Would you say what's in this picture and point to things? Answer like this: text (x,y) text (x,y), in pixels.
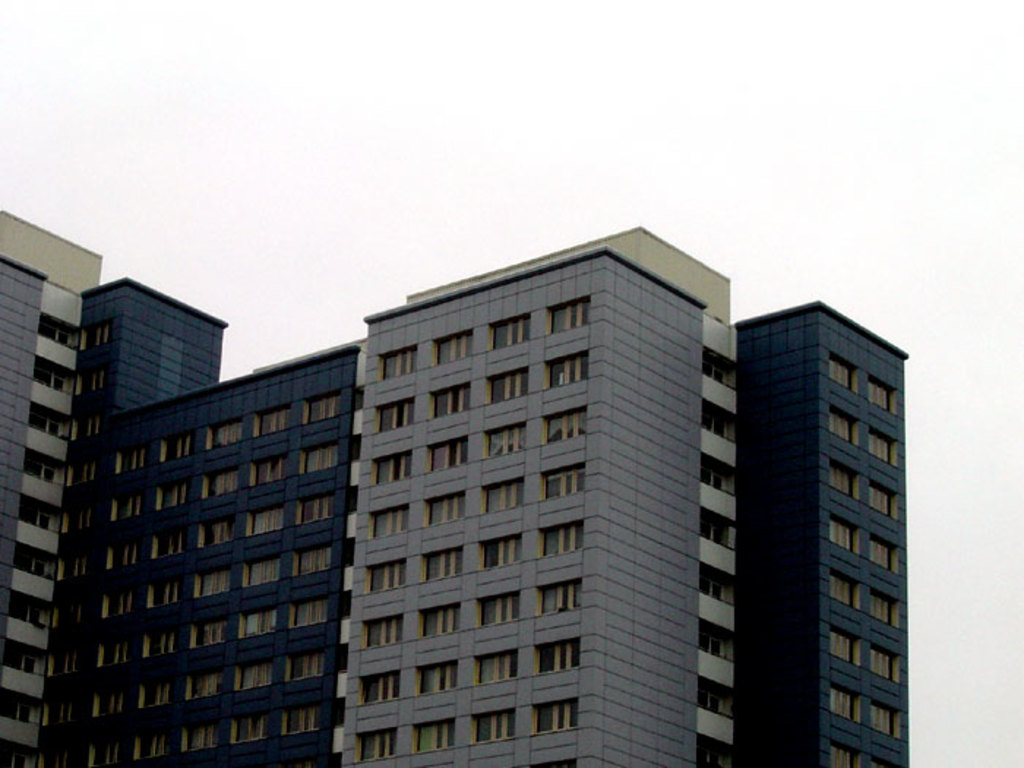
Here we can see buildings (635,379). There is a white background (950,269).
